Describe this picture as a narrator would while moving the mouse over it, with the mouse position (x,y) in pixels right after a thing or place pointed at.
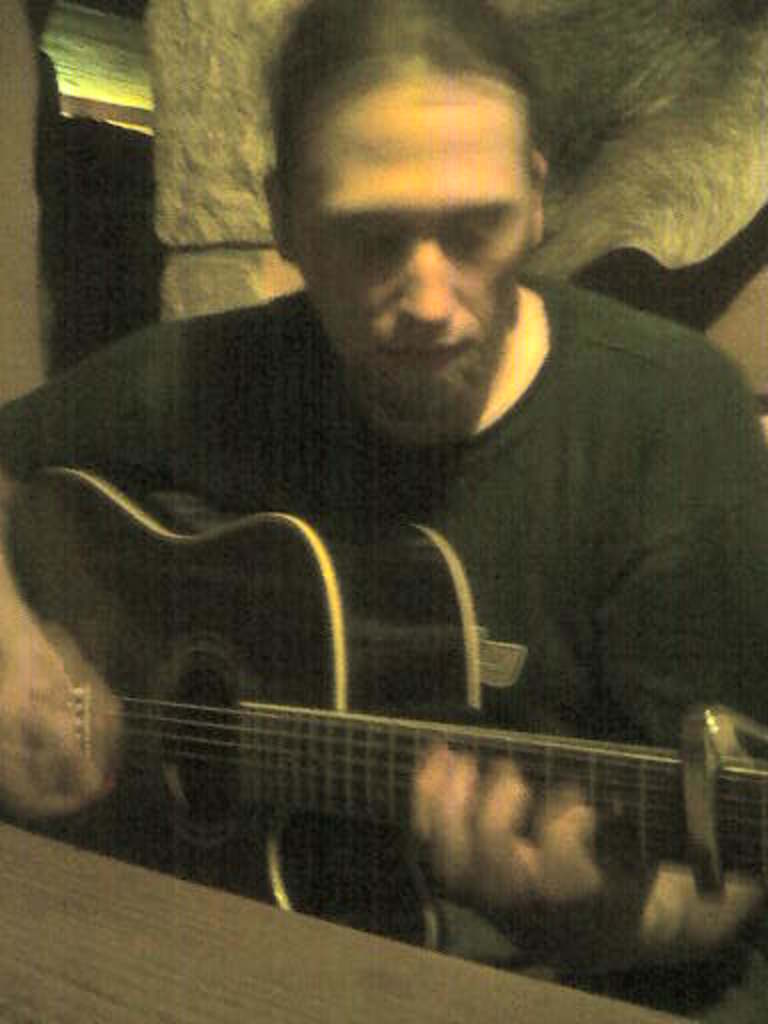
In the image there is a man (519,424) sitting on chair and holding a guitar (211,729) and playing it in front of a table (290,962). In background (200,58) we can see a white color wall (180,136).
